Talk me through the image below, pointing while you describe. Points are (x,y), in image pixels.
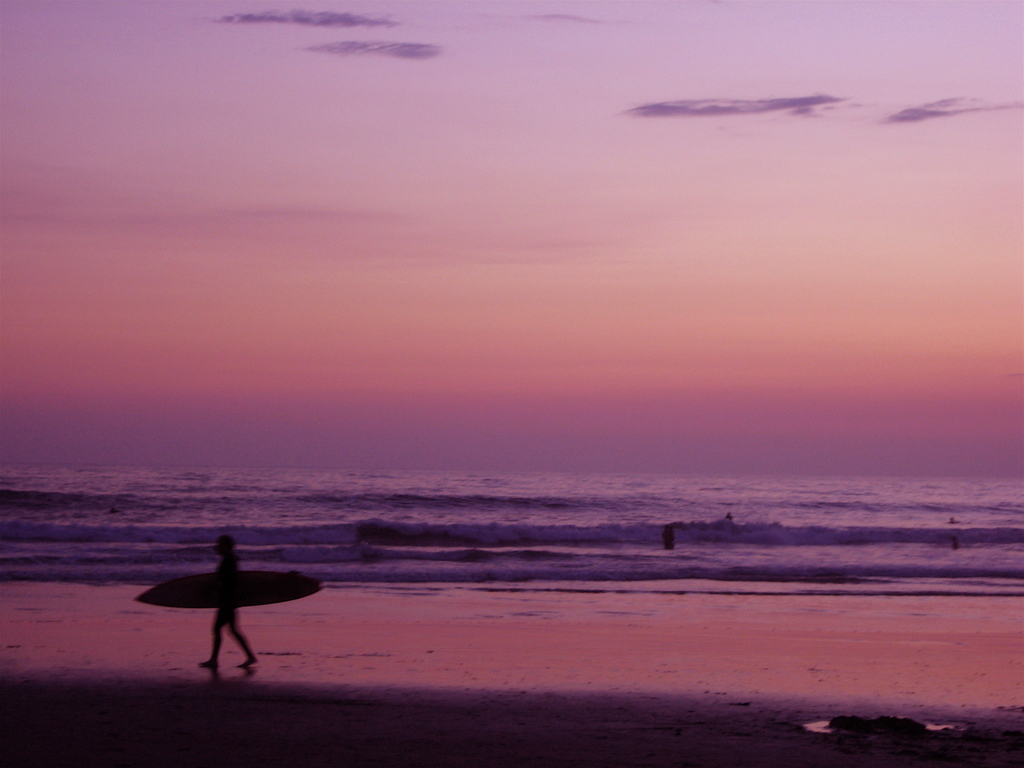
In the picture I can see a person (233,582) is holding a surfboard (244,600) in his hands (233,600) and walking on the beach (597,687). In the background (450,516), I can see the water (377,516) and the sky (417,405), which is in pink color.
